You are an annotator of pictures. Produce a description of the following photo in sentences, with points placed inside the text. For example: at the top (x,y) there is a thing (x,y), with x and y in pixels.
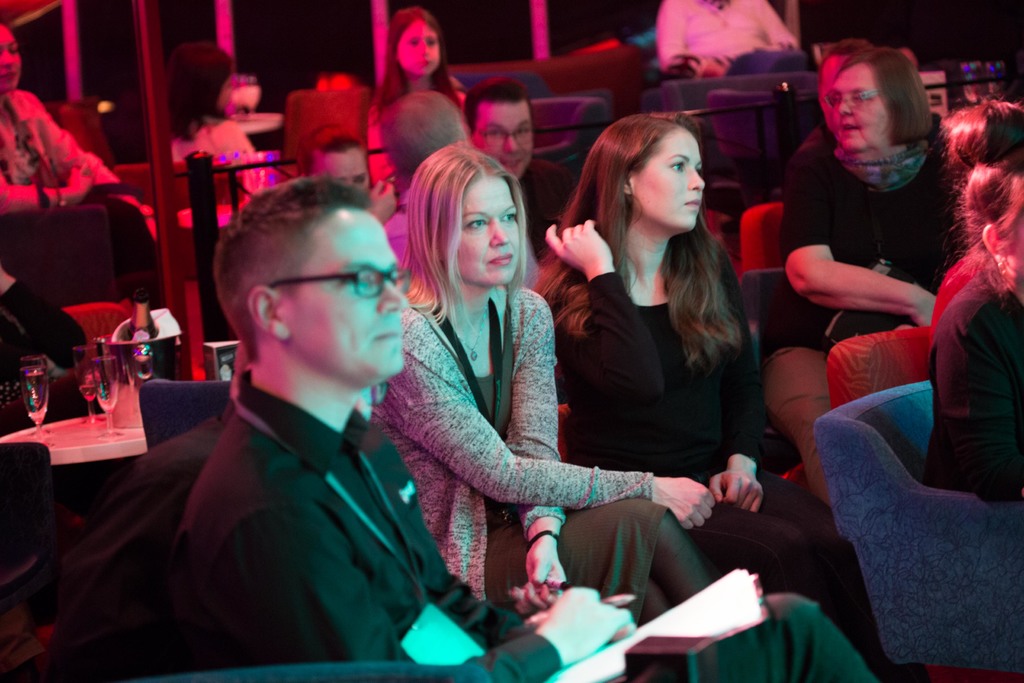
In this image we can see some people (801,350) sitting on the chairs (778,283). In the background (576,125) we can see the black color fence (209,174) and also a table (86,435) and on the table (64,450) we can see a bucket (123,362) with a wine bottle (135,319) and also glasses (37,413).
